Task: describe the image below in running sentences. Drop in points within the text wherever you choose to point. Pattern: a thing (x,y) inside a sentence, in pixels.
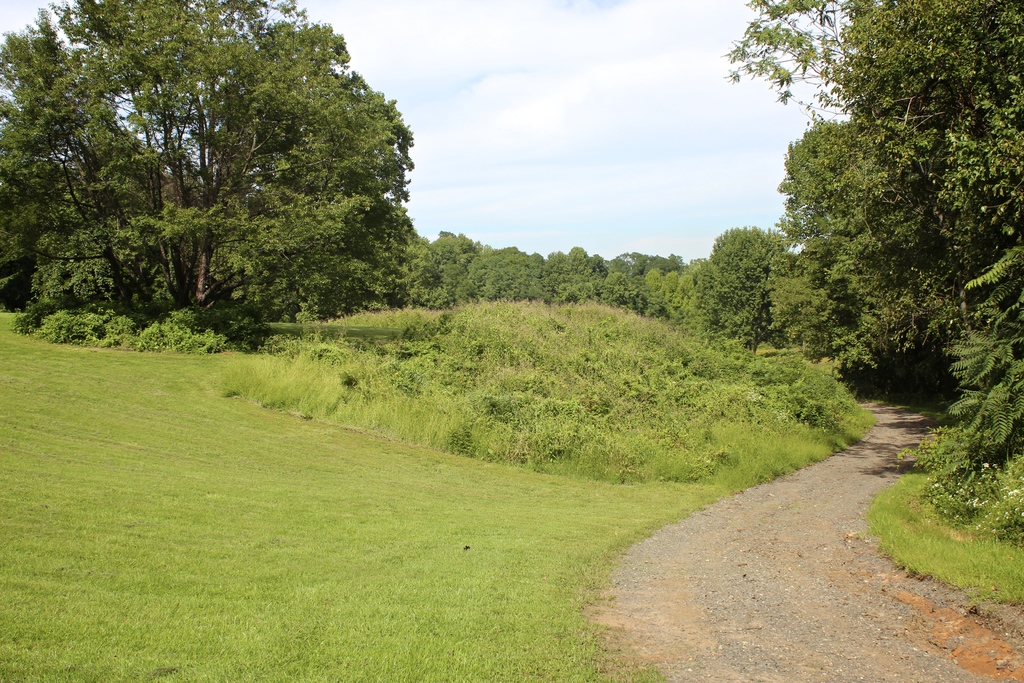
On the right side of the image (823,594) there is a road (774,621). At the bottom of the image (322,508) there is grass (375,451) on the surface (228,482). In the background of the image (658,273) there are trees (513,273) and sky (532,79).
